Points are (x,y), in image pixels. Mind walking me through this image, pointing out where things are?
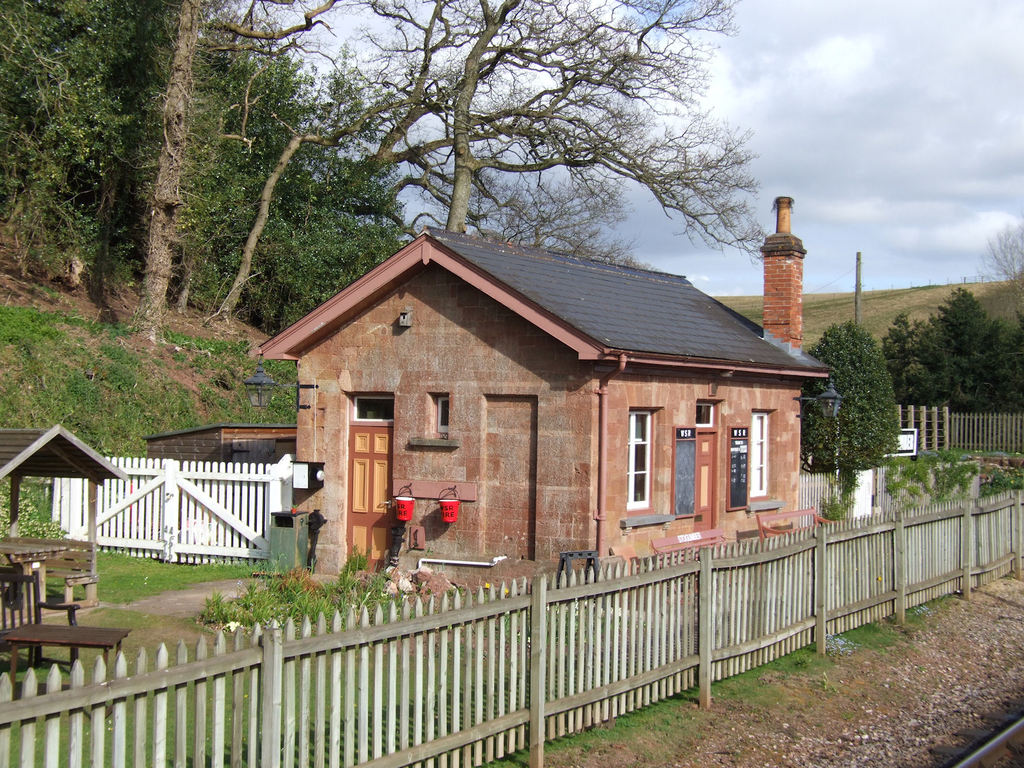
In the foreground of the picture (750,628) I can see the wooden fencing (742,562). I can see a house (532,422) and the windows (645,415). There is a chimney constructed at the top of the house (387,450). I can see the wooden table (31,548) and benches (81,556) on the green grass (108,614) on the left side (69,591). There are trees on the left side (235,150) and the right side as well. There are clouds (934,202) in the sky (934,202).
